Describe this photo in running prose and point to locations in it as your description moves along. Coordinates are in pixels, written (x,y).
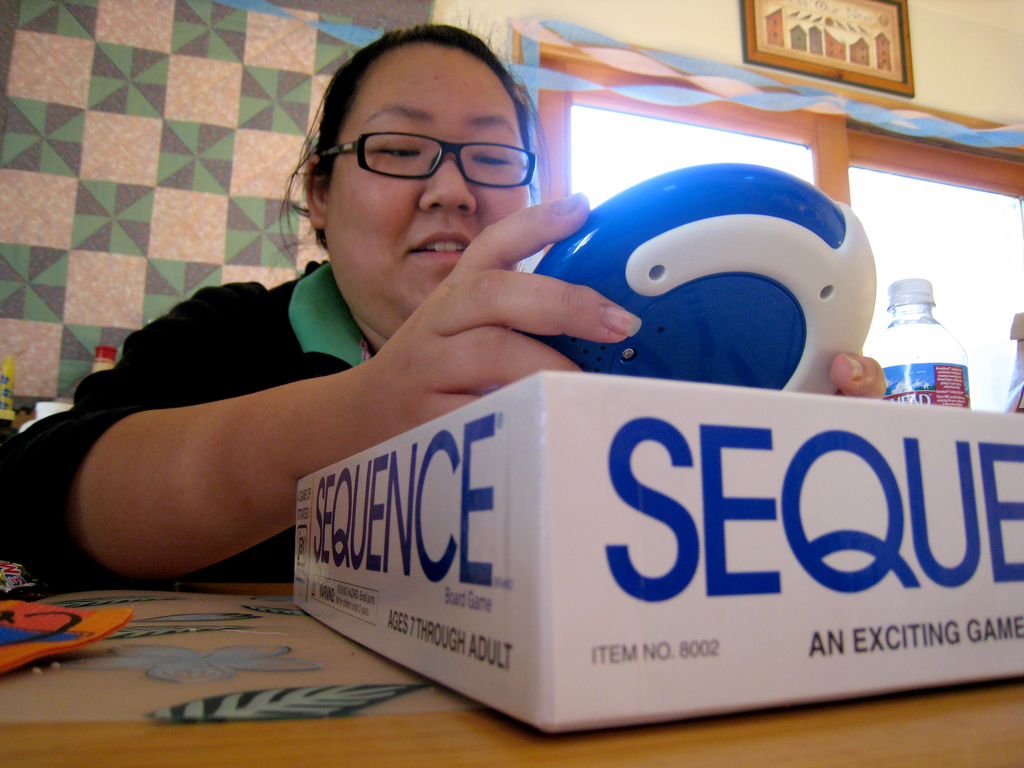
In this picture we can see a woman (454,300) holding an object (668,294). In front of the woman (262,579), it looks like a table (294,723). On the table (370,767) there is a box (596,520), a bottle (944,378) and some objects (68,613). Behind the woman (292,355) there is a wall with a photo frame (851,28) and a window (789,135).
